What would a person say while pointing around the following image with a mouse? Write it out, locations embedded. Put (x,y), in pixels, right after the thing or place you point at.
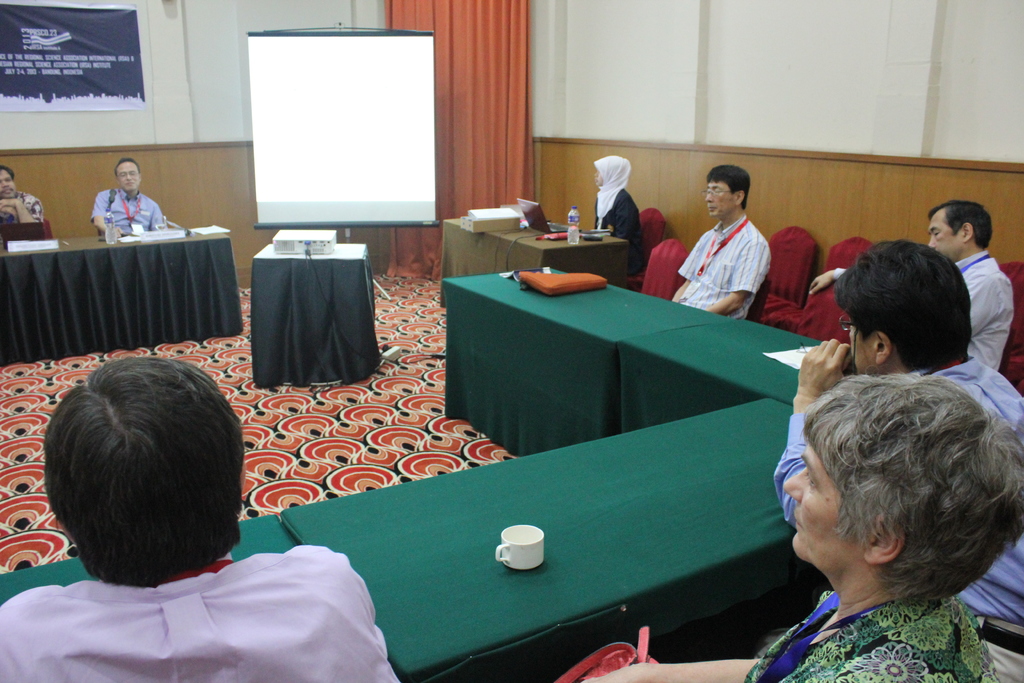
A picture of a inside room (386,196). This is screen (385,136). In-front of this screen (371,150) there is a table (354,272), on a table (328,272) there is a projector (320,233). This persons (602,172) are sitting on a chair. In-front of them there are tables (622,561). On a table (593,569) there is a cup (515,560), paper (783,360), bottle (575,244), laptop (523,206) and file (569,277). Poster (95,70) on wall (205,45). Curtain (474,98) is in orange color.
